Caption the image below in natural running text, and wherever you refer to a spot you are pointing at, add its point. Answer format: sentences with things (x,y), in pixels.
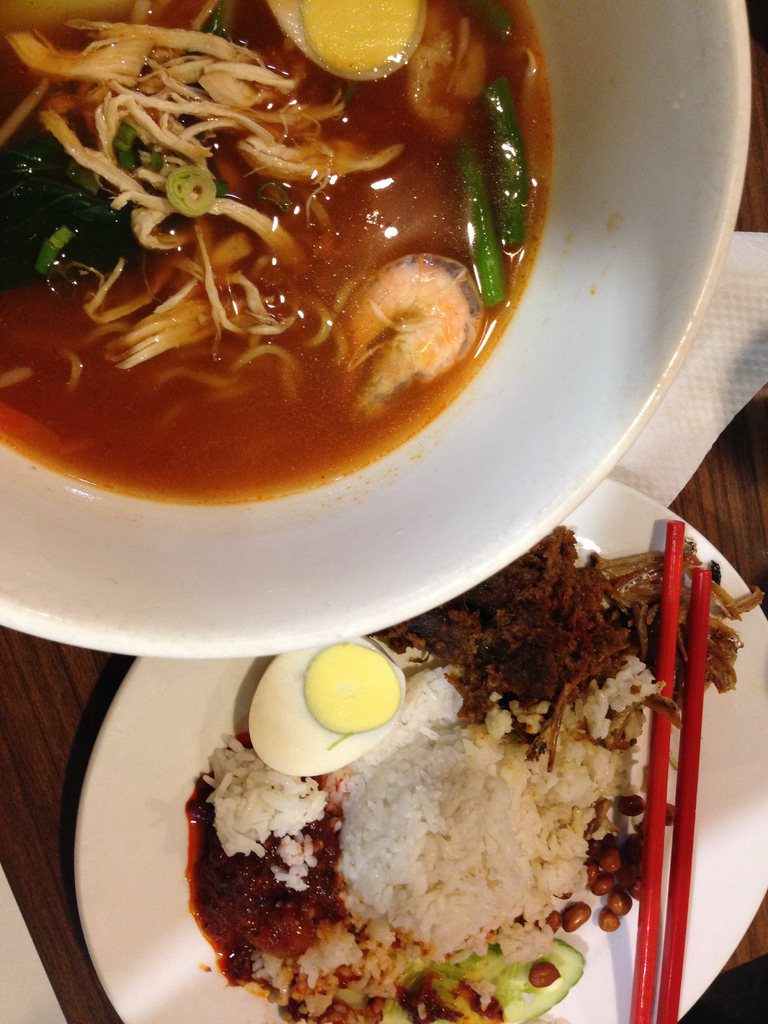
Here in this picture we can see food items (426,358) present in bowls (304,552) and plates (708,777), which are present on table (72,1023) and we can also see chop sticks (697,774) and tissue papers (706,437) also present.
